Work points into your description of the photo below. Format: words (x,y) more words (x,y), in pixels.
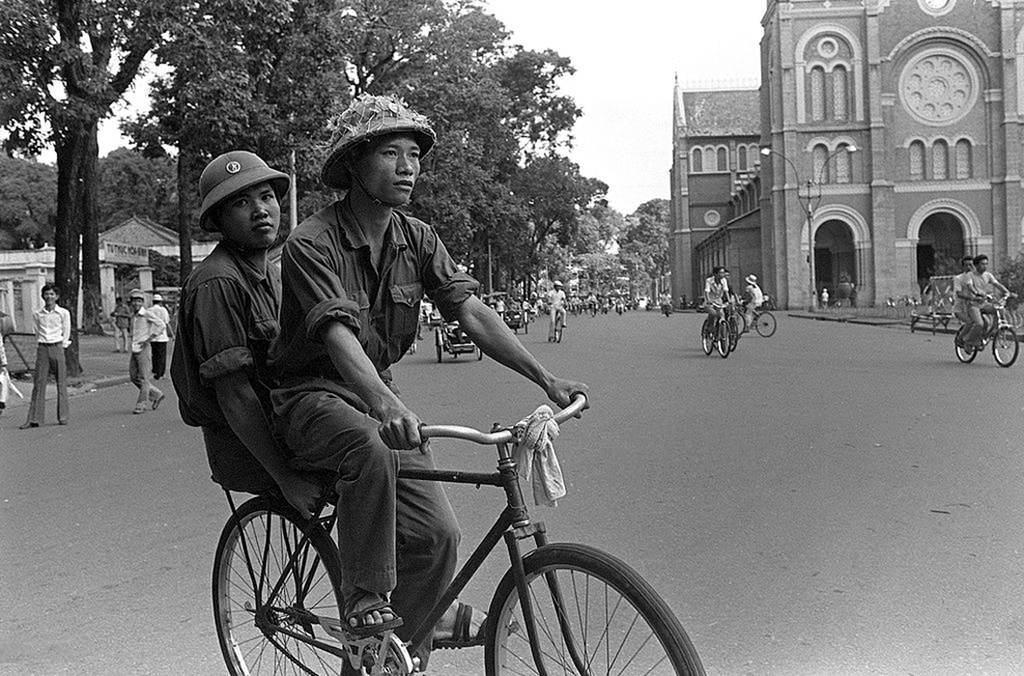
In this image I see 2 persons (286,446) who are on the cycle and they are on the path (80,635). In the background (1013,273) I see number of people (978,268) who are on the cycles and some of them are standing on the path (148,500), I can also see the trees (23,9), buildings (36,255) and the poles (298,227).
